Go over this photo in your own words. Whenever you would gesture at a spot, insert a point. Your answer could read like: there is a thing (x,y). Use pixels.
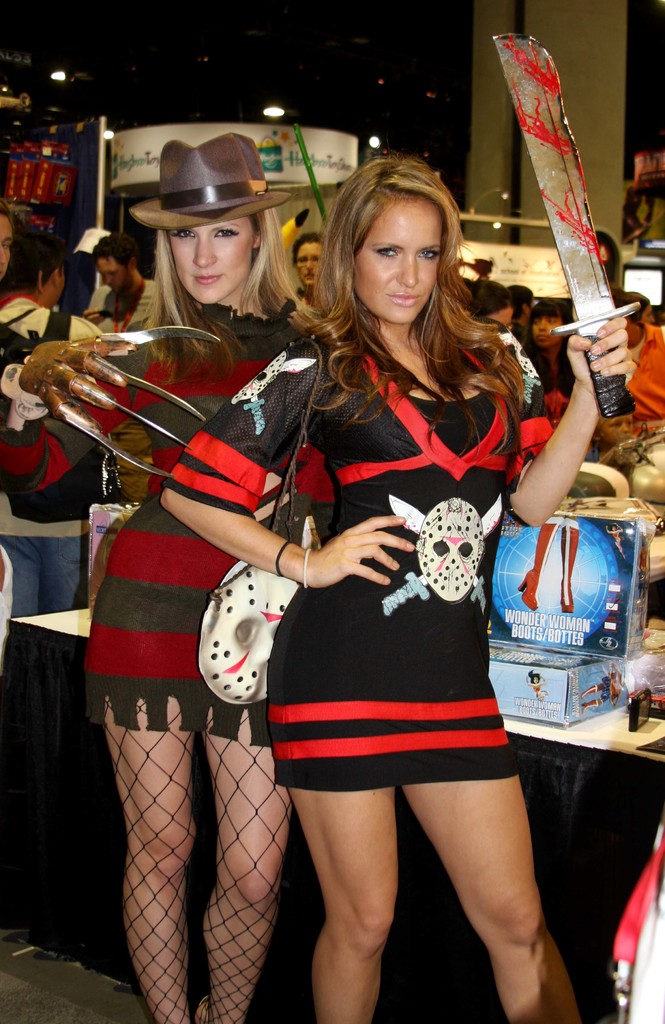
In this image we can see two ladies (341,638) standing and holding swords (181,402). In the background (88,511) there are people (549,314) and we can see a table (570,729). There are cardboard boxes (554,631) placed on the table (552,806) and we can see lights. There are boards (153,157).
